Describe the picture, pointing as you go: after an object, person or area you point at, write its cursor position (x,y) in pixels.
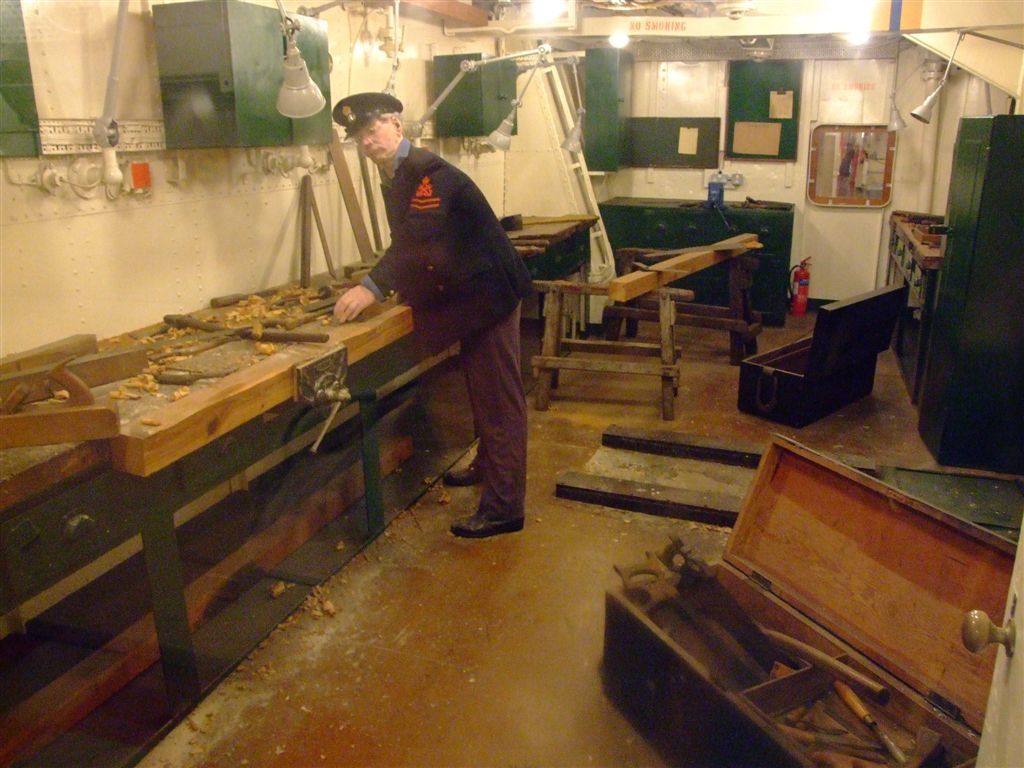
The man (434,188) in the middle of the picture (451,314) wearing a black blazer (425,244) and black cap (349,130) is cutting wood (234,311). Behind him, we see a table (579,224). Beside him, we see a wall (219,247) in white color and a green color cupboard (211,112). At the bottom of the picture (695,624), we see a box (774,631) containing cutting equipment (706,609). In the background (827,218), we see a cupboard (676,239) in green color and a white wall (748,163). At the top of the picture (547,5), we see the bulbs (497,139).
